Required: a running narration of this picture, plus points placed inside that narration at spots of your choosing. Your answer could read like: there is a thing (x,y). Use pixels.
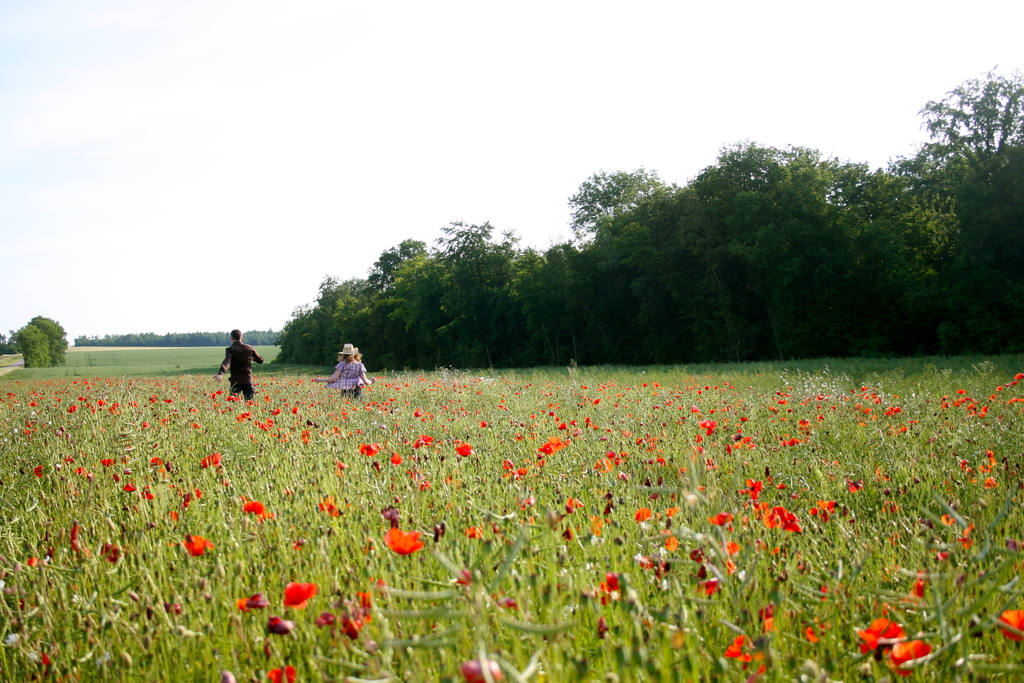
In this image, we can see two persons (248,391), plants (619,398) and flowers (265,399). Background (181,367) we can see trees (278,339), grass (205,361) and sky (181,173).
